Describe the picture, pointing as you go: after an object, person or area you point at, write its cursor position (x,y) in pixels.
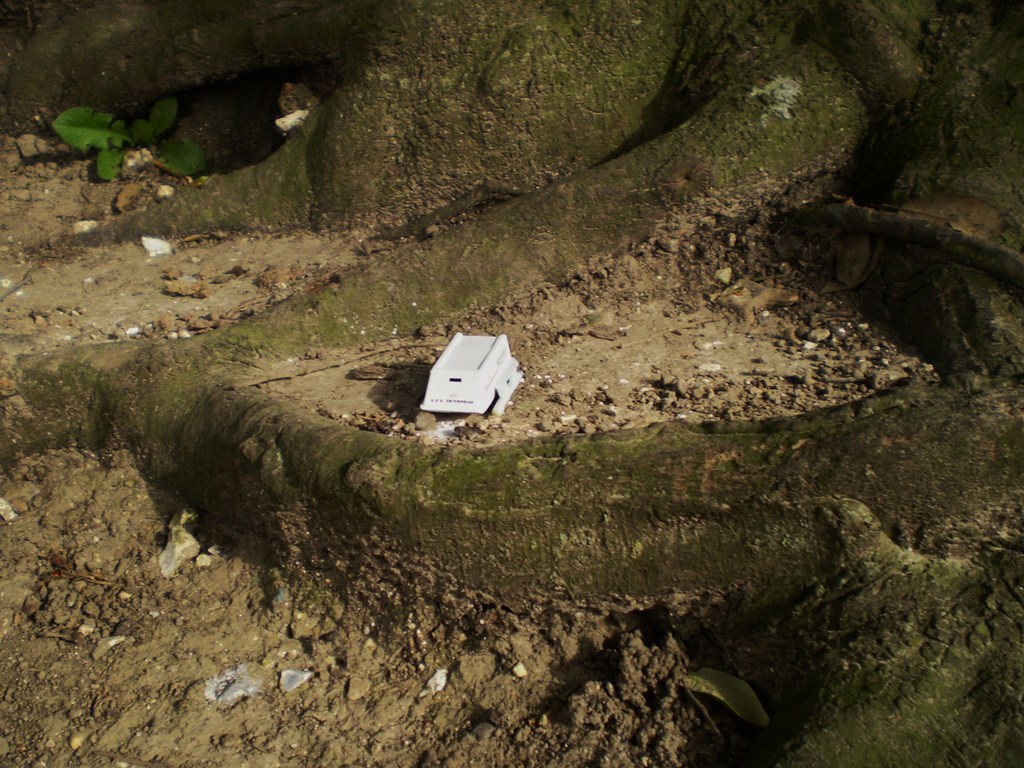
This picture is clicked outside. In the center (487,393) there is a white color object (512,373) on the ground (291,373) and we can see the gravels (99,677), leaves (133,139) and the roots (812,151) of the tree (500,236).
